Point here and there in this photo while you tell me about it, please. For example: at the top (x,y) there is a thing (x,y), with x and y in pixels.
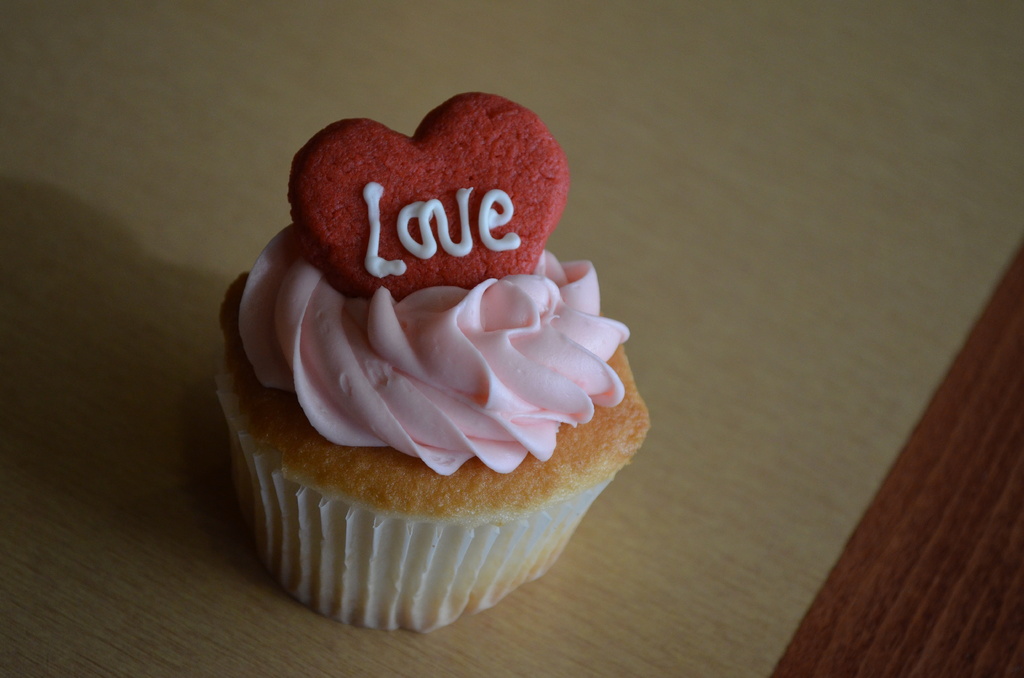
In this image we can see a cupcake (572,383) with frosting (485,296) placed on the wooden surface (159,618).
